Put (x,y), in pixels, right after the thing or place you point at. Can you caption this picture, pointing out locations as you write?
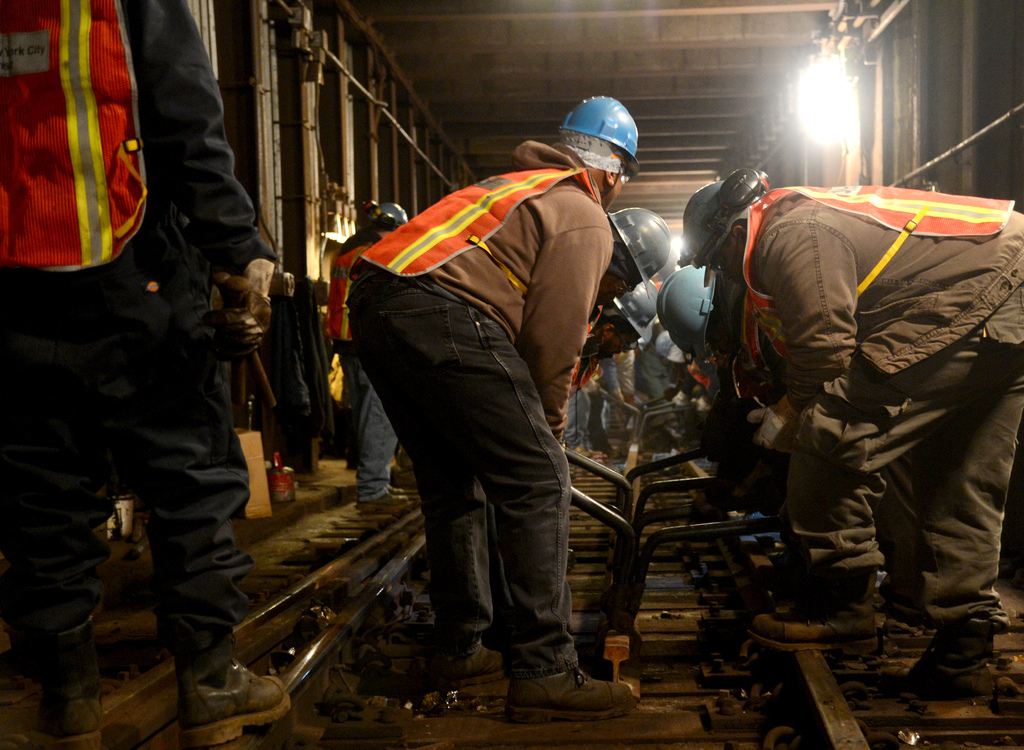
In this image there are many people (467,381). They are wearing jackets (49,204) and helmets (711,200). They are holding rods (645,489) in their hands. There is a railway track (720,706) on the ground (508,730). In the top right (823,63) there is a light (831,64) to the wall (899,55). At the top (539,40) there is a ceiling (479,53). There are few objects (307,333) in the image.
